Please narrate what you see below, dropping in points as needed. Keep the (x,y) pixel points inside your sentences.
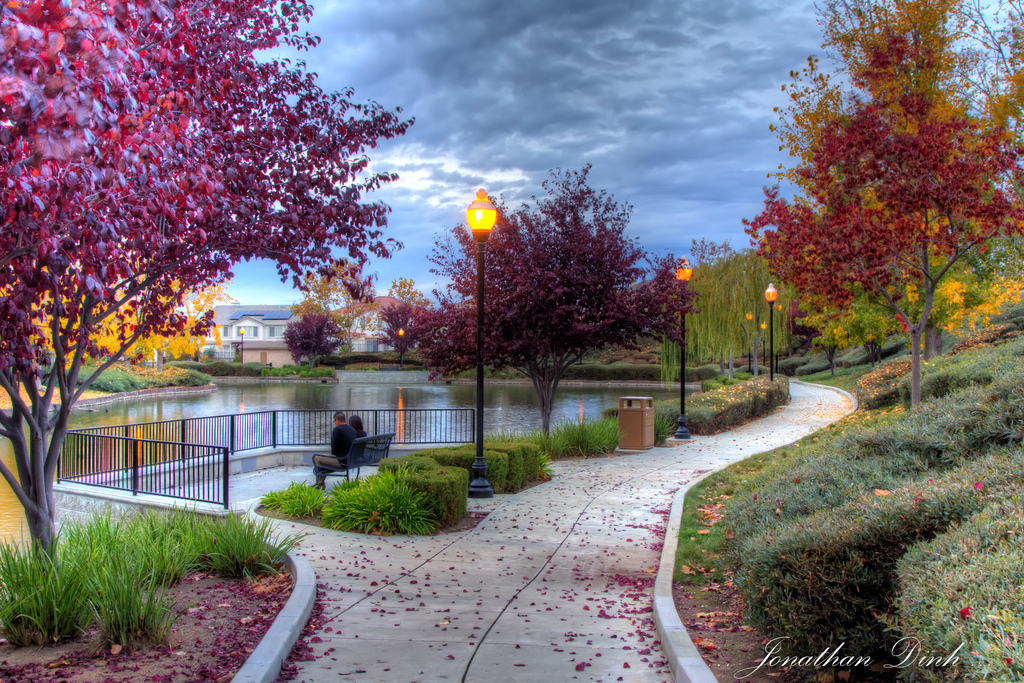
On the bottom right (904,658), there is a watermark (778,659). On the right side (1020,637), there are plants (1020,637) and trees (750,301) on the ground (761,649). On the left side (38,571), there is a tree (117,360) and plants (36,600) on the ground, there is water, beside this water (70,410), there is a fence (96,460), beside this fence (112,453), there are two persons (353,421) sitting on a bench (342,470), beside them, there are plants (424,456), lights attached to the poles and a tree (569,289) on the ground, beside them, there is a road (656,469). In the background (416,271), there are buildings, there are trees (815,265) and there are clouds (496,14) in the sky (331,19).
